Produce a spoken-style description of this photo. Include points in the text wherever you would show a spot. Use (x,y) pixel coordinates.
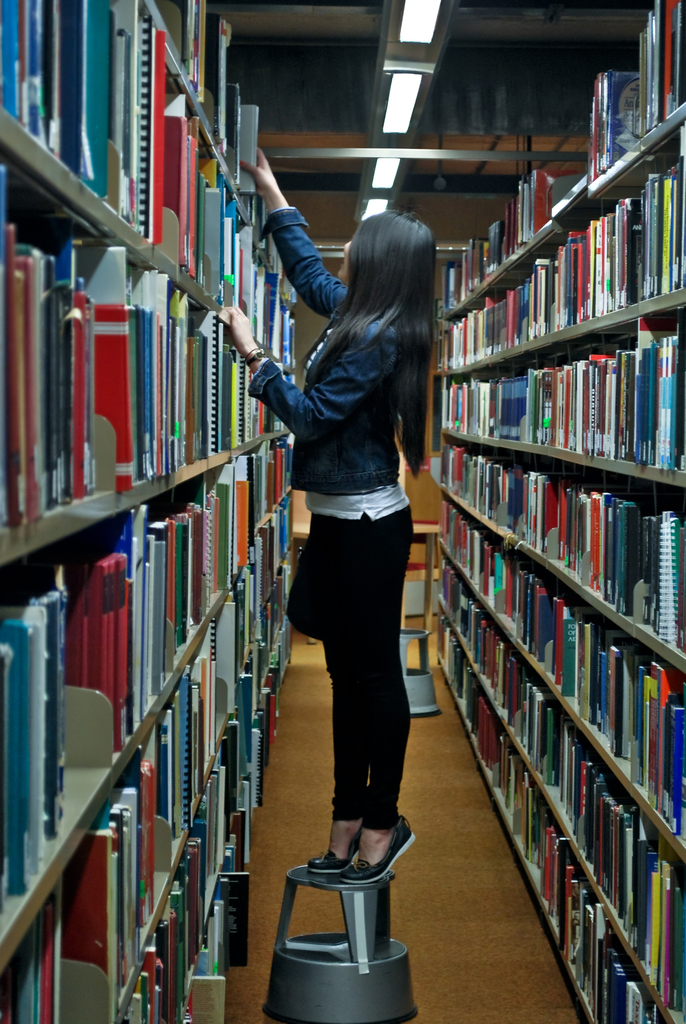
In this image on the right side (529,438) and left side (210,471) there are some book racks (72,181), in the book racks (626,649) there are some books (513,700) and in the center (371,454) there is one woman (371,543) who is standing on a stool (318,955). And at the top (265,95) there are some lights (415,10) and ceiling (365,110), at the bottom (430,866) there is floor (527,935) and in the background (419,694) there are some objects (419,580).
